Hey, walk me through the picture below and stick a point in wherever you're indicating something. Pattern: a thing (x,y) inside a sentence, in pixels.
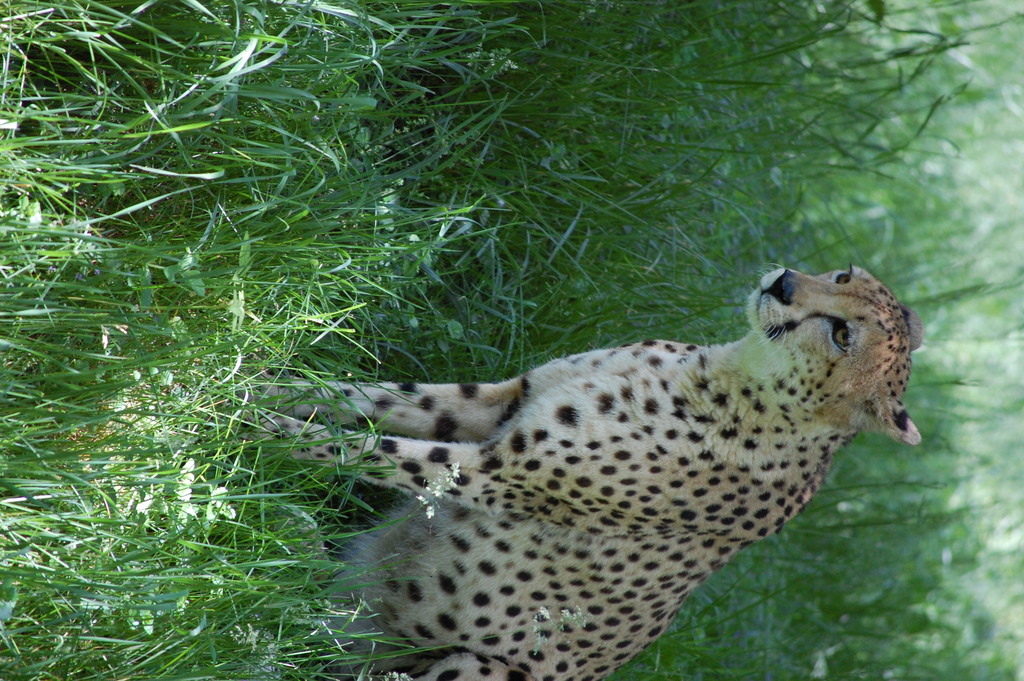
In this image in the center (629,395) there is a cheetah (723,429), and also there are some plants (235,204).
